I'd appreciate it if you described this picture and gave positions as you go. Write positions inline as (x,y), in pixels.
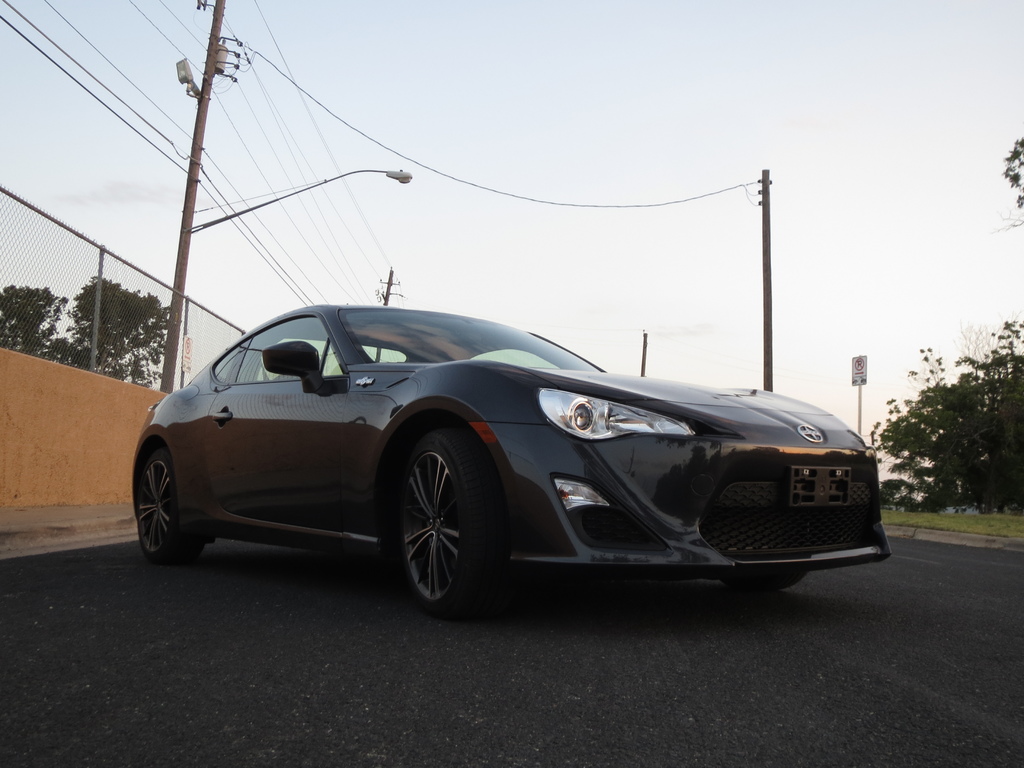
In the picture we can see a black color car (634,413) on the road (580,597). Here we can see the net fence (92,325), current poles (177,291), wires (514,194), boards (859,373), trees (966,419) on either side of the image and the sky (884,454) in the background (685,229).
